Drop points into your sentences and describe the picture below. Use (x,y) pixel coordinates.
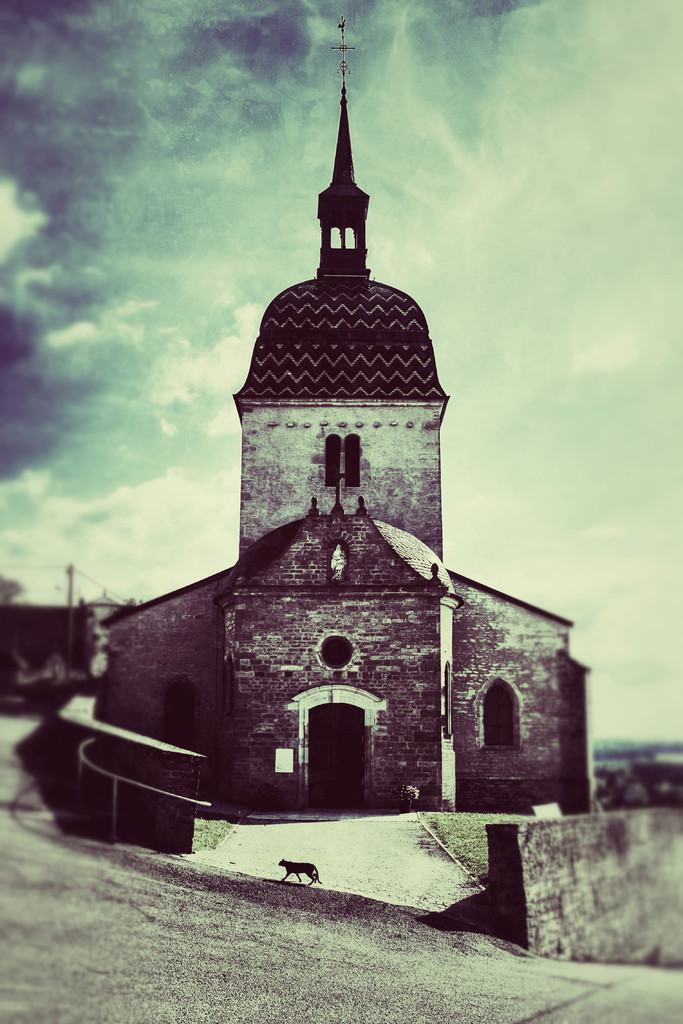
In this image we can see a building (404,602), there is the window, there is an animal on the ground (201,977), there is the wall (575,855), at above the sky (565,453) is cloudy.
